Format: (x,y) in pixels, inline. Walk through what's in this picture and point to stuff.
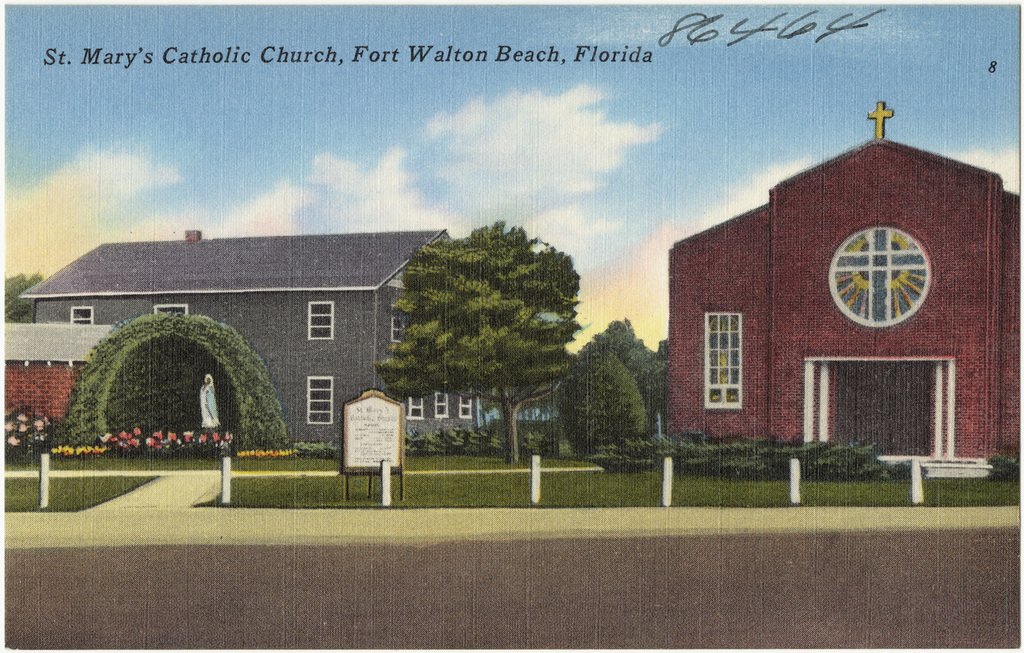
In the center of the image (451,346) we can see buildings (427,403), trees (474,367), board (385,437), grass (552,474) and some bushes (651,438), flowers (136,442) are present. At the bottom of the image (543,591) road (565,582) is there. At the top of the image (606,161) we can see some text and clouds (591,131) are present in the sky (407,133).
